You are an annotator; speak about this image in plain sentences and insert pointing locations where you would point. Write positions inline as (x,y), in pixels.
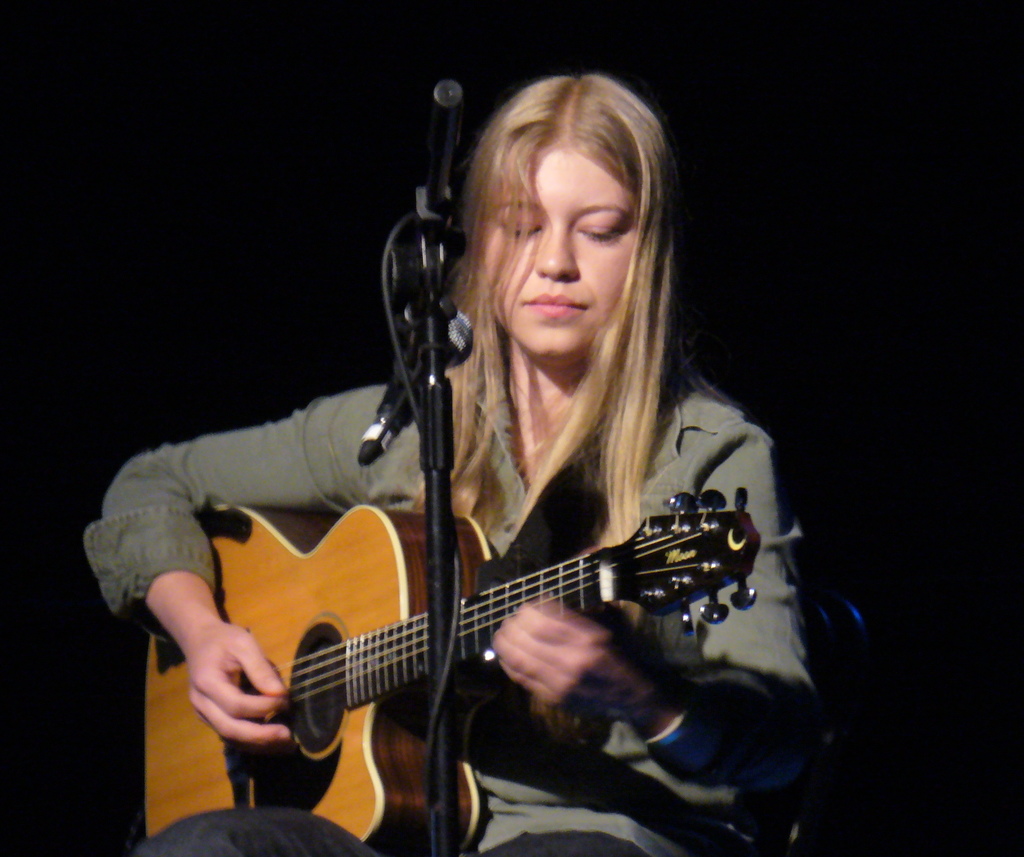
In this picture there is a woman (744,451) playing a guitar (688,501). In front of her there is a mike (450,525) and background (874,102) is dark.
